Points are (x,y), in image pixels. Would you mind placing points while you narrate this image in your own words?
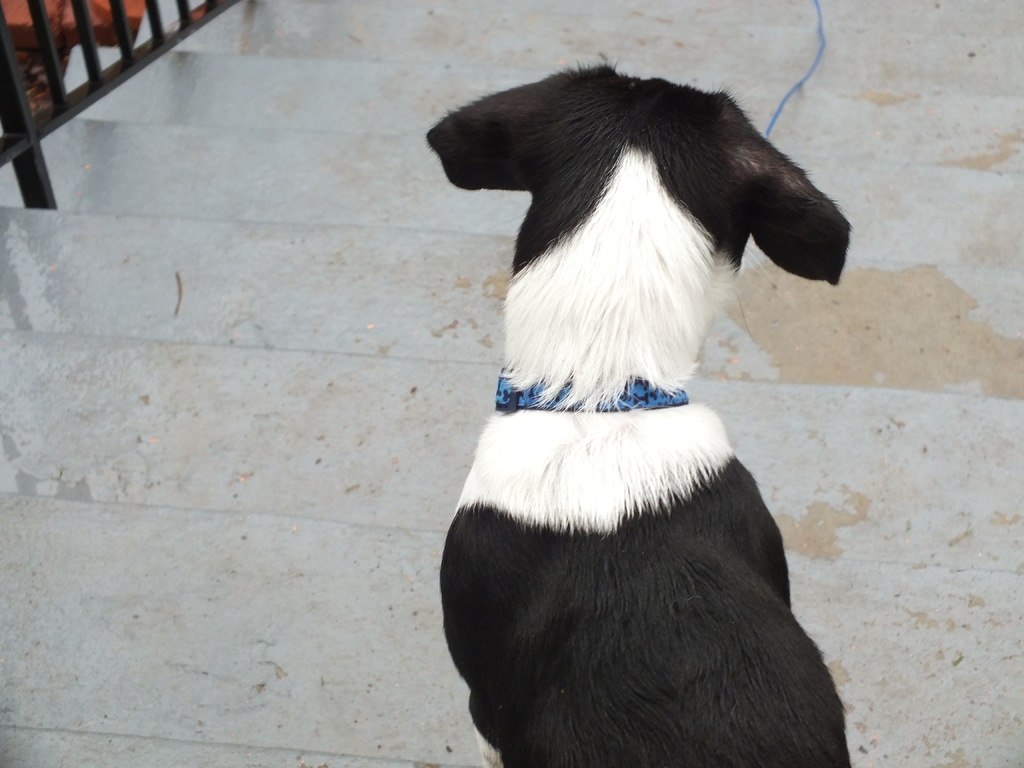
In the picture there is a black and white dog (596,566) on the steps (478,403) and there is a blue collar (560,392) around the dog's neck (618,389).
